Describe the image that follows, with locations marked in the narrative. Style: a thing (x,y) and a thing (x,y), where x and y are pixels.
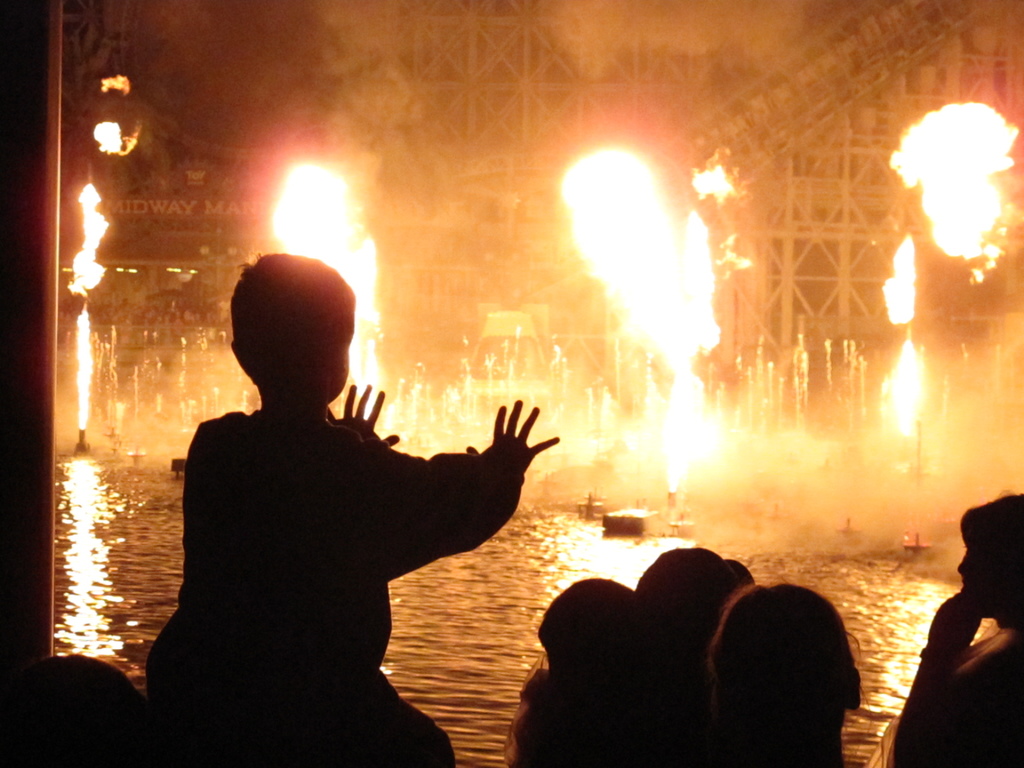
On the left side (302,658), we see a boy (310,648) is sitting. Beside him, we see the people (657,611) are standing. In front of them, we see water (516,536) and this water (502,599) might be in the pond (517,641). In the background (817,280), we see the fire (689,362) and the buildings (113,193). This picture might be clicked in the dark.
